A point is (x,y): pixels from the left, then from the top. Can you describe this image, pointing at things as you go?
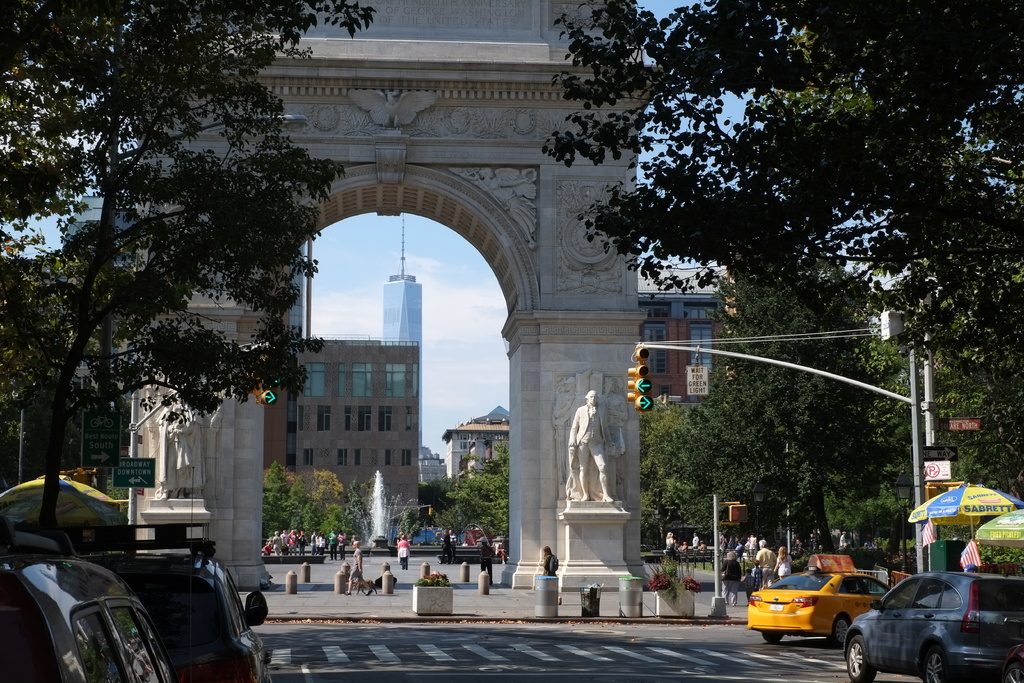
In this image we can see the arch (514,468) with the statues (591,447). We can also see the safety pillars (389,574), vehicles (892,655), traffic signal light poles (637,372), trees (916,312), sign boards (91,442), buildings (408,492) and also the water fountain (377,513). We can also see the people (765,551) on the road (648,653). Image also consists of the umbrellas (984,501) for shelter. We can also see the flags (970,550), plants (679,563) and also the trash bin (636,609). Sky (472,328) is also visible with some clouds (439,293).
